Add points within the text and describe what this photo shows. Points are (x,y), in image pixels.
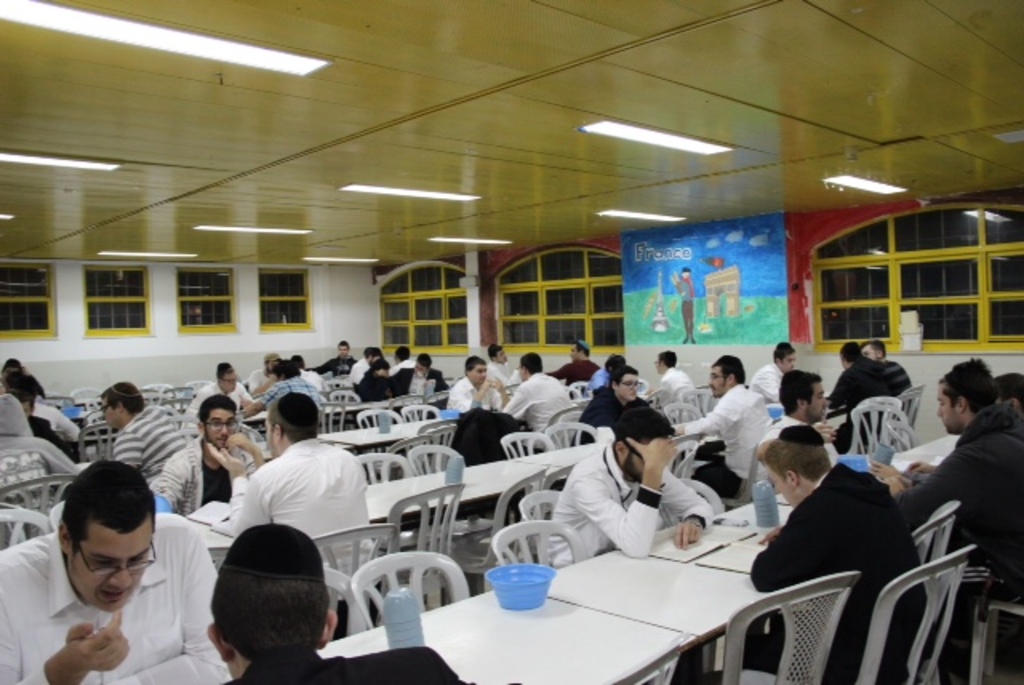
Few persons (868,531) are sitting on the chairs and reading books (691,548). Few of them (178,544) are wearing white color dress (170,529) and few of them (409,377) are wearing black color dress (864,517) at the top (155,43) there are lights (661,143) in the right (724,225) there is a painting (691,282) on the wall (677,299).
